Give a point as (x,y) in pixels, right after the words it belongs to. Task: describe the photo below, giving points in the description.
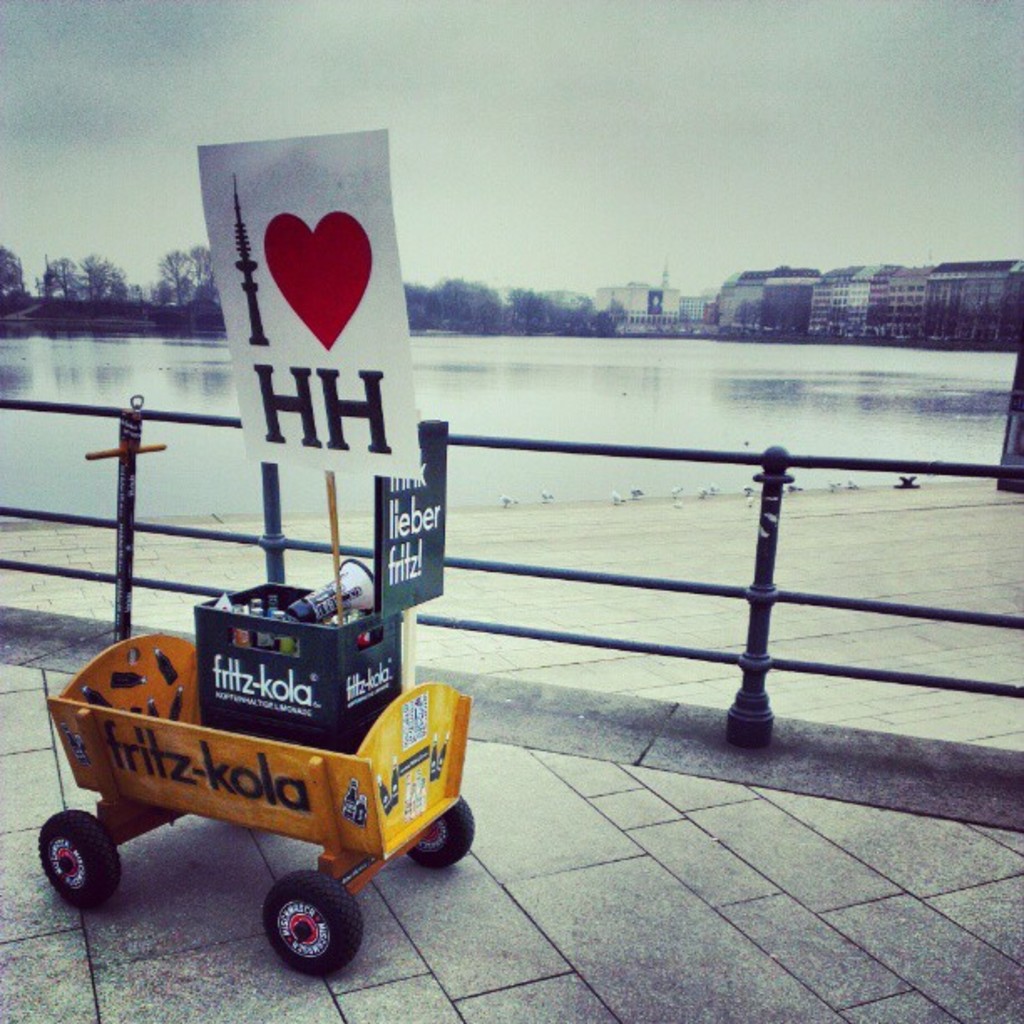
In this picture we can see a cart (414,761), around we can see fence (742,451), trees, buildings (970,314) and water (712,385).
